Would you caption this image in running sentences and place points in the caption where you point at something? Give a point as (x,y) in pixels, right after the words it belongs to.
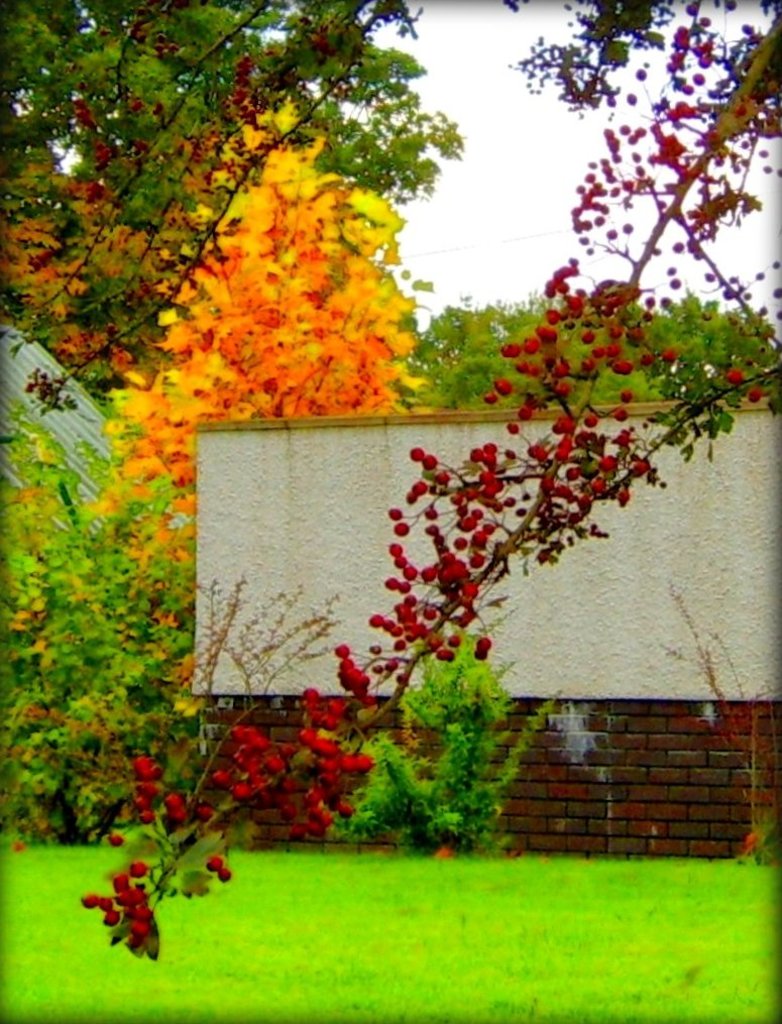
In this image we can see berries (615,431) to the branches (553,318) of a tree (714,201), grass (28,939) on the ground (320,877), plants (144,659) and wall (709,776). In the background (413,219) we can see trees (357,134) and the sky (478,29).
